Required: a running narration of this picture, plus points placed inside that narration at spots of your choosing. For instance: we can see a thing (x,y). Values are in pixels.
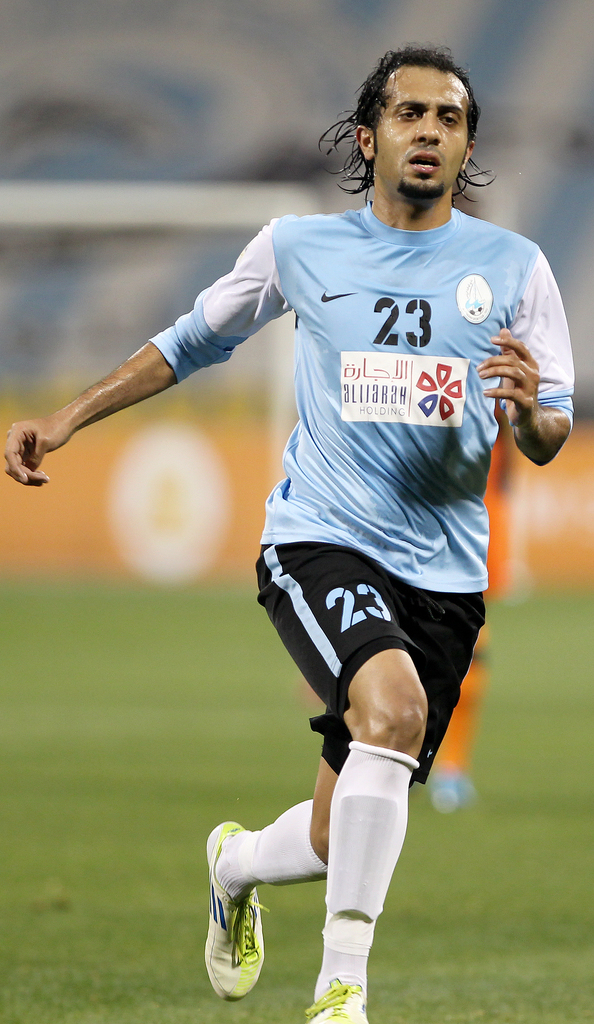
In the middle of the image (354,400) there is a man (335,502) with blue t-shirt (347,489), black short (341,592), white socks (335,908) and shoes (244,921) is running on the ground (298,727). On the ground (127,743) there is grass (510,670). In the background (52,495) there is an orange color poster (149,504).
